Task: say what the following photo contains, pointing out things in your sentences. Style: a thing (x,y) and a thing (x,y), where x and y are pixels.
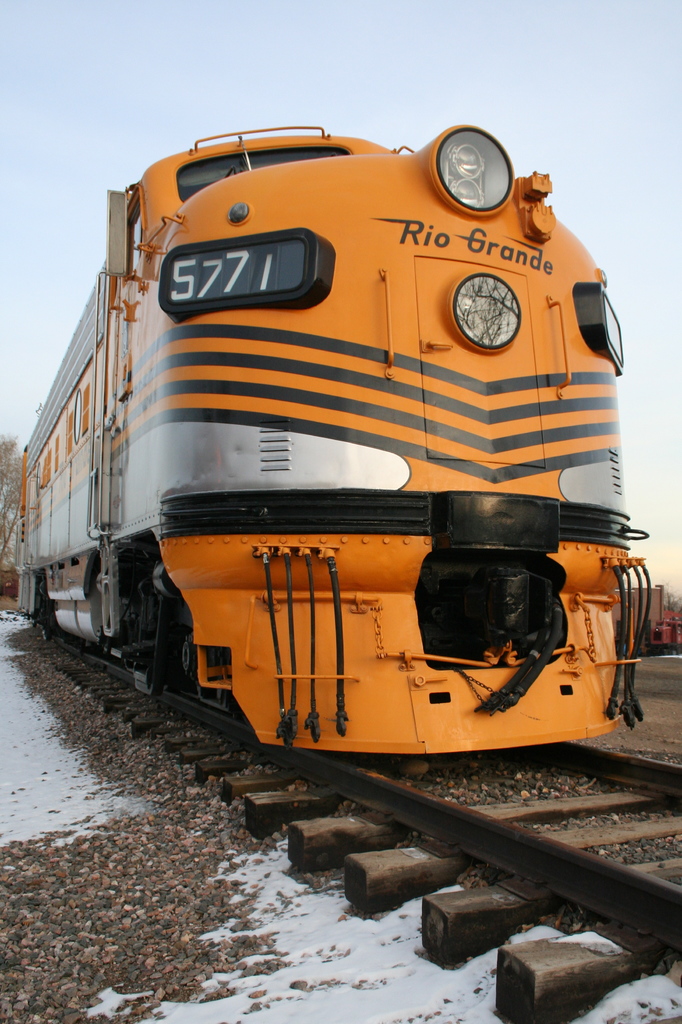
There is a train (351,694) in the center of the image (251,594) on the track (369,840) and there are pebbles (120,907) and snow (241,860) at the bottom side (170,752) and there is a tree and a container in the background area of the image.
